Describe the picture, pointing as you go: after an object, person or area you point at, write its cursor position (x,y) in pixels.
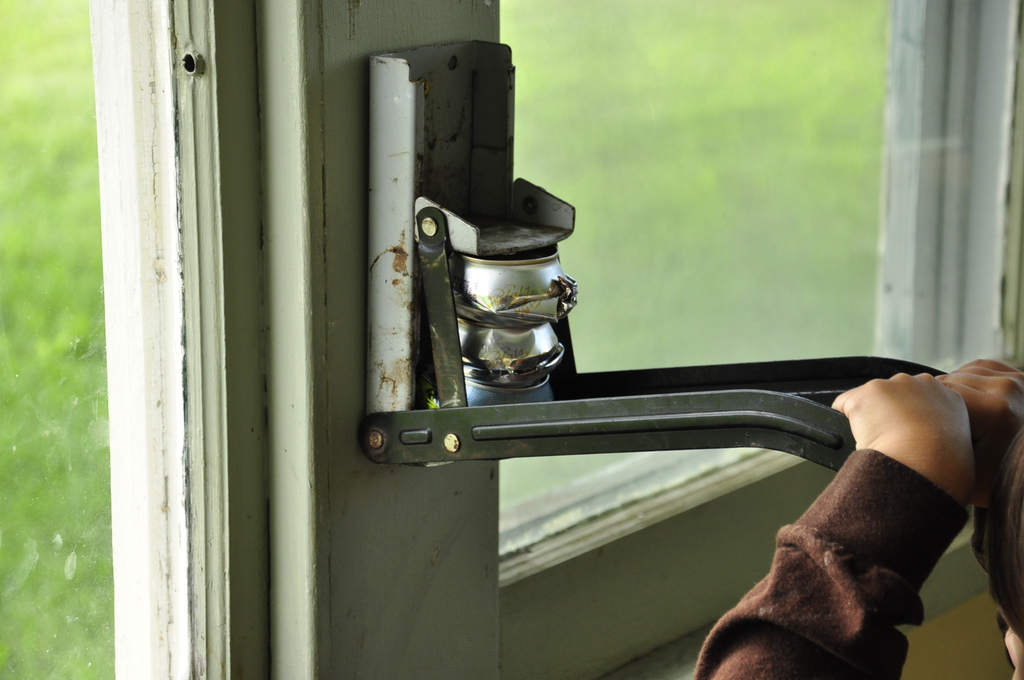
In the foreground of this image (177,532), to the window (338,303), there is an object (412,258) and a person (850,392) is holding the handle (846,438) of that object (407,427). Through the glass (676,147) we can see the grass (639,98).
